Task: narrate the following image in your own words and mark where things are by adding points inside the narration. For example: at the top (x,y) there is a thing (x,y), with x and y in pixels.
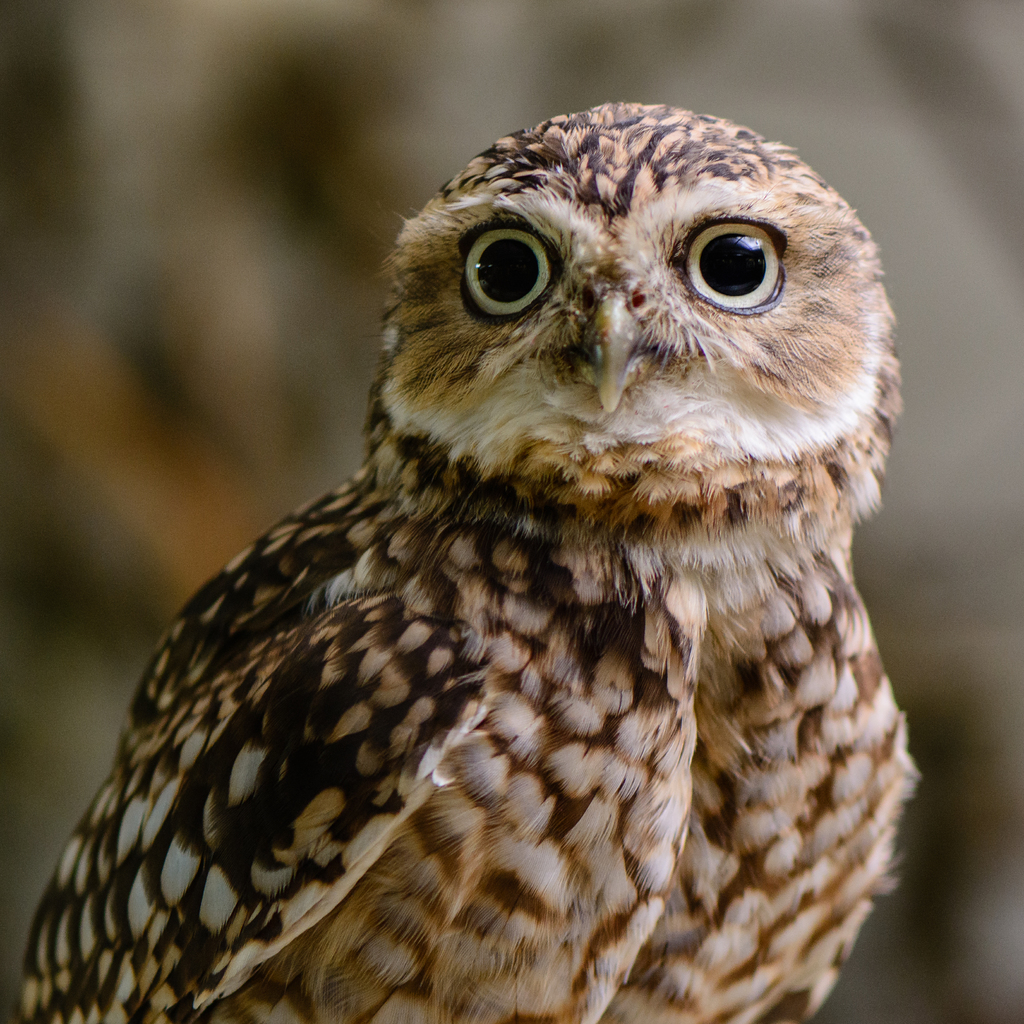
In this image in the foreground (793,479) there is an owl (426,637), and the background (29,606) is blurred.
